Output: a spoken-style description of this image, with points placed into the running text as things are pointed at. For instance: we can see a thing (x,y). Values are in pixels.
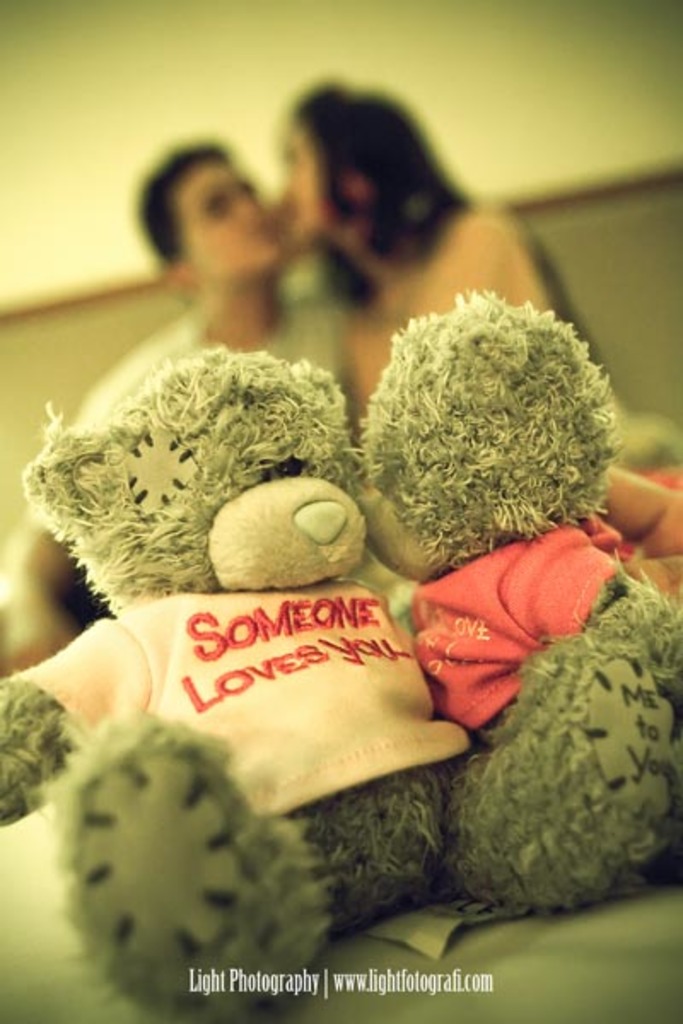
In this image I can see the toys (180,543). In the background (98,361) I can see two people (136,371) and the wall (2,163). I can see the background (38,276) is blurred.
